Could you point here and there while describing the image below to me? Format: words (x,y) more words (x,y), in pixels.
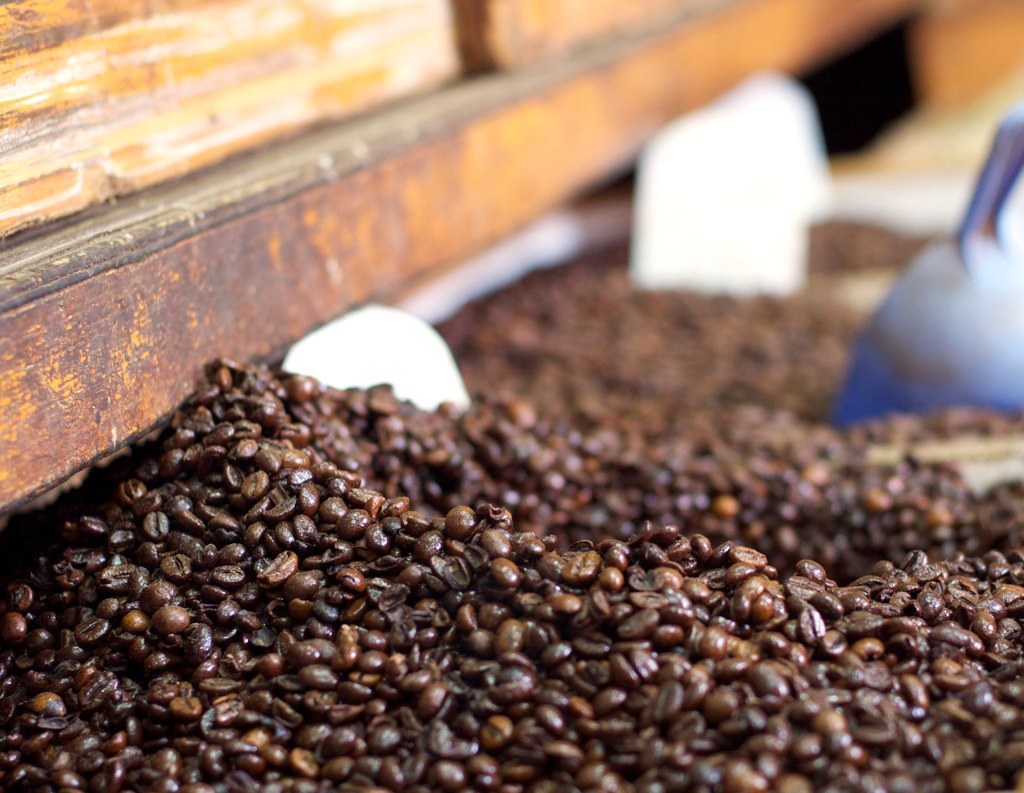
Here in this picture we can see coffee beans (528,498) present over place and we can see the soup spoon (901,358) in blurry manner.
